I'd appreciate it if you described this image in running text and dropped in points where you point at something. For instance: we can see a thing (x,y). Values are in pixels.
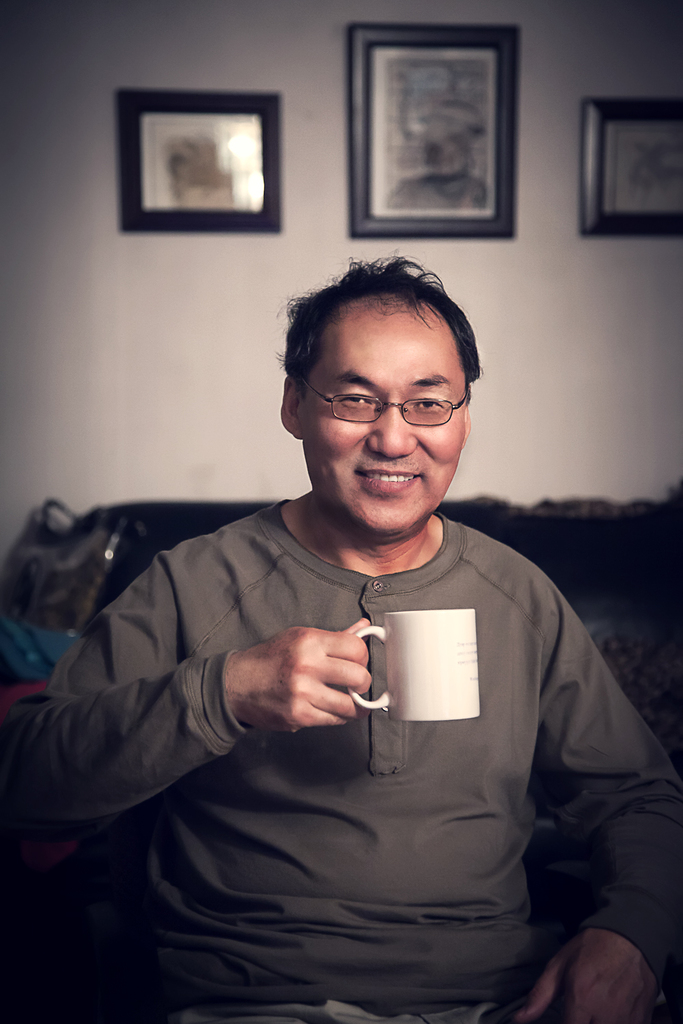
In the picture we can see a man (402,560) with a cup (461,638). In the background (415,229) we can find the wall (45,334), sofa (562,548) and photo frames (419,218). The man (42,721) is smiling, with the T-shirt (129,694).
